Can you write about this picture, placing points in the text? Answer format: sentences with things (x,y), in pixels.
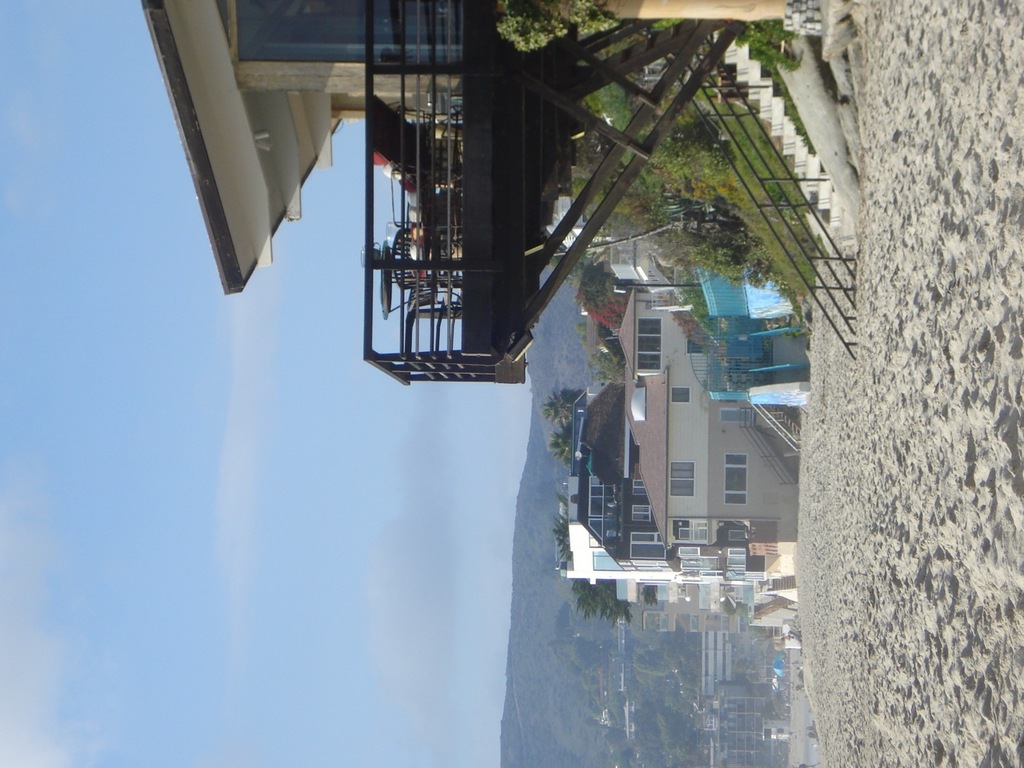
In this picture, we can see the ground (950,127), buildings (692,566) with windows (383,14), stairs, railing (456,276), chairs (443,283), table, trees (622,360), plants (722,127) and the sky (368,520) with clouds (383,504).
